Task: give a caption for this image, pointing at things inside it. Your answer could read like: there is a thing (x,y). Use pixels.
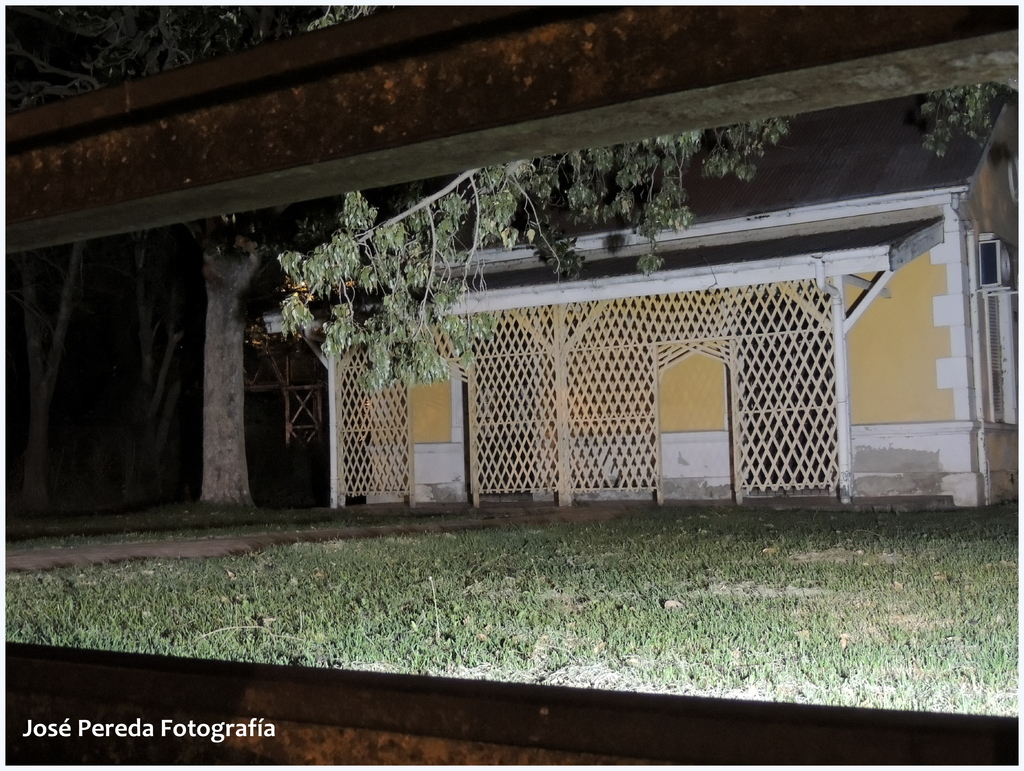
In the center of the image (516,375) we can see house (872,321), shed (849,256), mesh (687,297), trees (437,307). At the bottom of the image (421,579) we can see ground (402,599), text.
